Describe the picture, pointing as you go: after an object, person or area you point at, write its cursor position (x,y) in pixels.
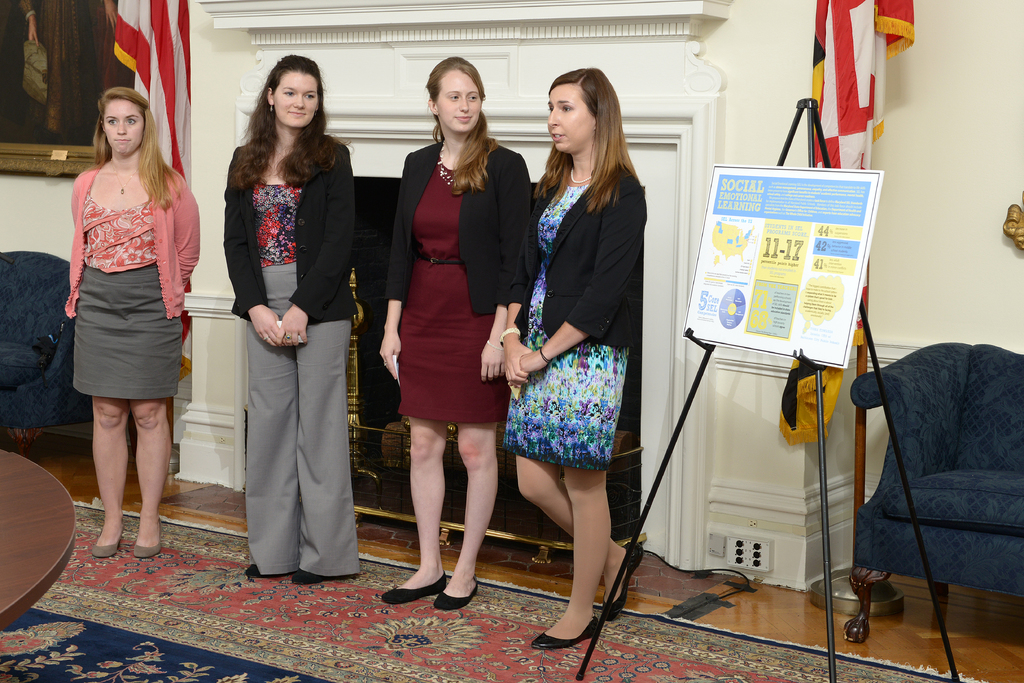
In this image four ladies (280,279) are standing. Here there is a tripod stand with a board (830,279). In the right (940,390) there is a sofa (971,426). There are flags (840,35) in the background (163,61). This is a fireplace (371,374). On the floor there is a carpet (141,638).
